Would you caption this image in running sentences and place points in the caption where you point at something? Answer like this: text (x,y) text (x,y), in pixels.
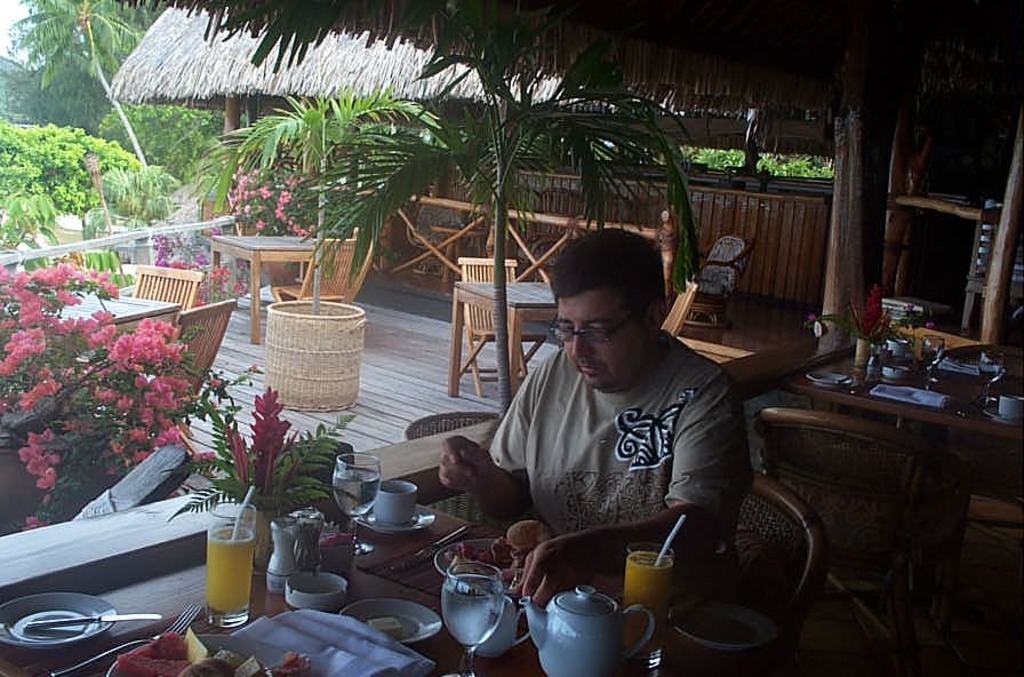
In this image there is a person (635,455) wearing T-shirt (598,445) having some food (397,627), drinks (484,605) and at the background of the image (66,350) there are plants (341,202), trees (424,179), tables (110,305) and hut (534,247).
